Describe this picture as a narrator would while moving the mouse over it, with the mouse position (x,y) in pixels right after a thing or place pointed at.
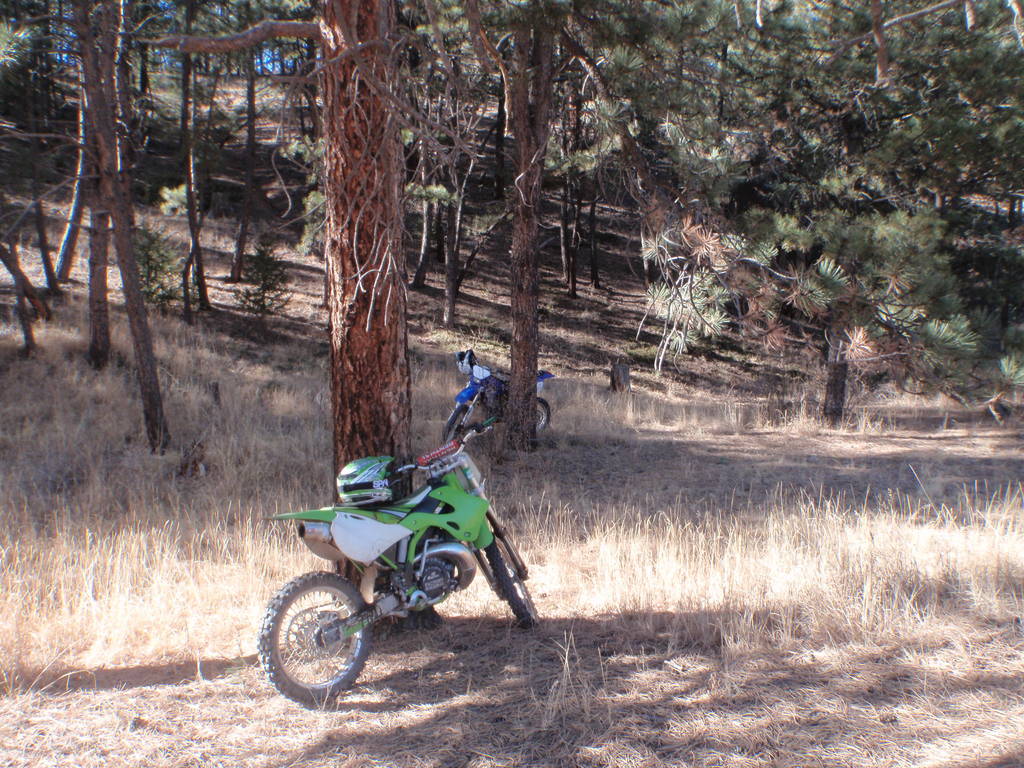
In this image we can see two motorbikes (472,437) and helmets (389,492). Behind the motorbike (423,508) we can see a group of trees (358,433) and grass (702,378).
